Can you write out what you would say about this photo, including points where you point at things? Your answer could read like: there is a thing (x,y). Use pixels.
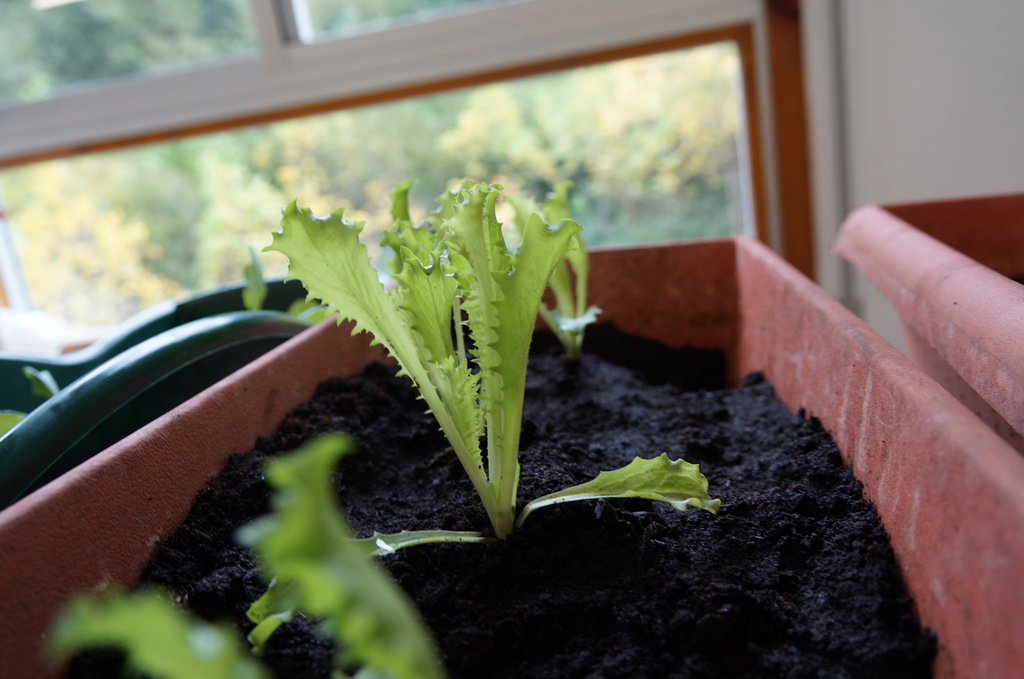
In this picture we can see some plants (601,487) are kept in a pot (813,336), back side, we can see the window (104,82) to the wall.
